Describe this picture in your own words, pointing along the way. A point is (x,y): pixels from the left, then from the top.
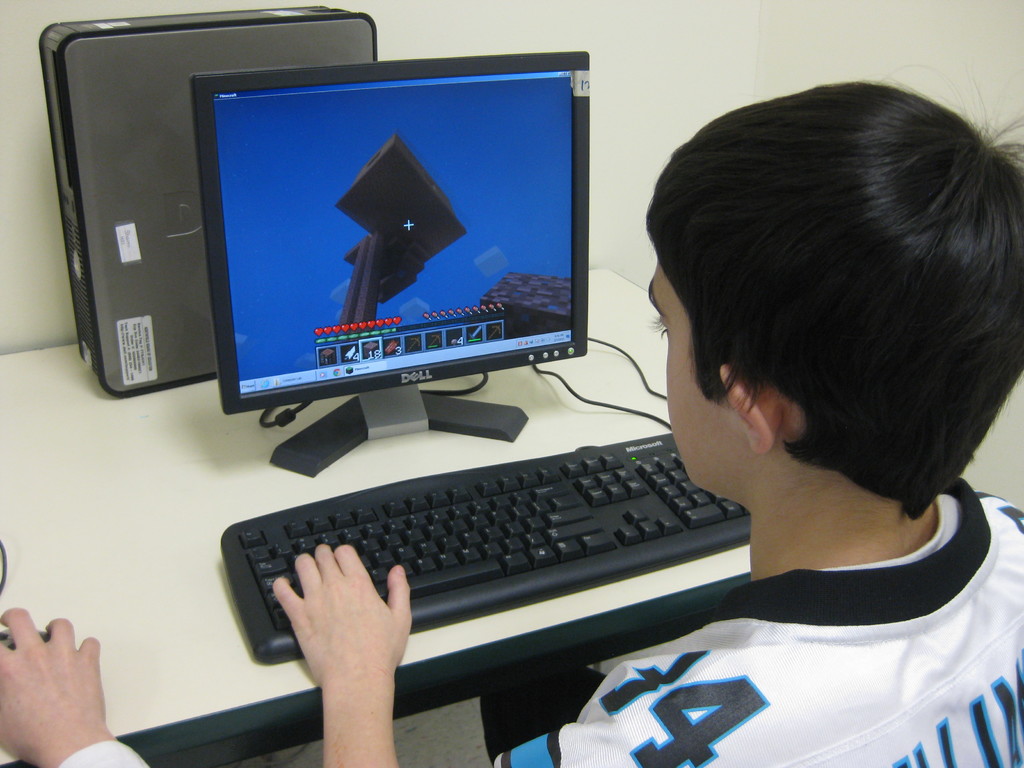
In this image there is a person (764,537) typing on a keyboard (389,532) in front of him on a table (82,485), behind the keyboard (340,524), there is a monitor (314,167) and a CPU (186,91), behind the CPU (186,91) there's a wall (23,191), on the bottom left of the image (57,715) there is another person's hand (44,723) holding a mouse (12,634).
